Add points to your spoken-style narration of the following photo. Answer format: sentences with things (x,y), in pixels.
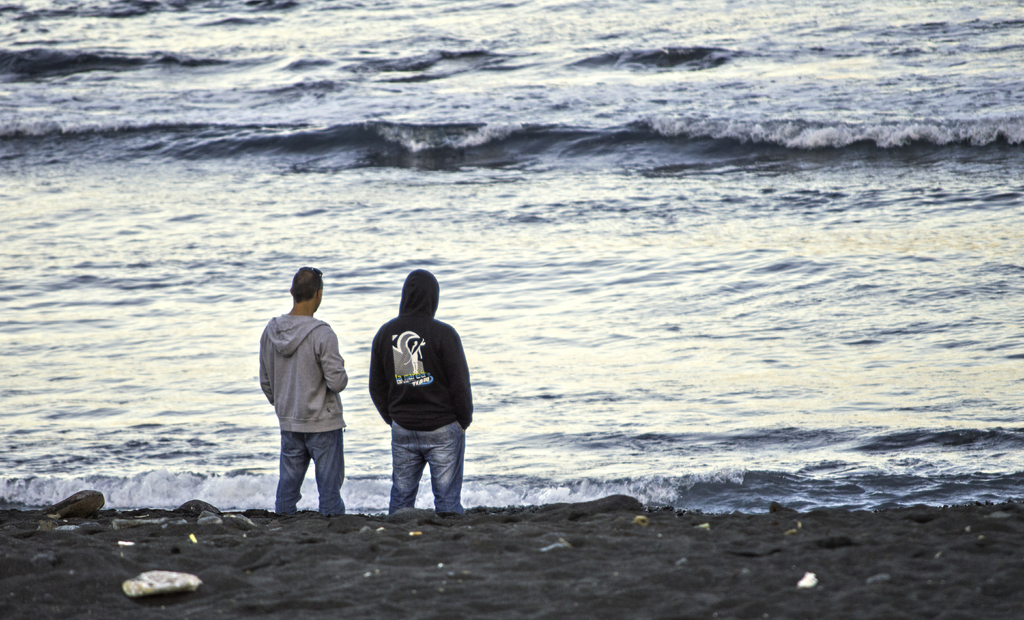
In the image there are two people (391,400) standing in front of a sea (76,462) on the sea shore (354,576), both of them are wearing sweaters (393,356).
